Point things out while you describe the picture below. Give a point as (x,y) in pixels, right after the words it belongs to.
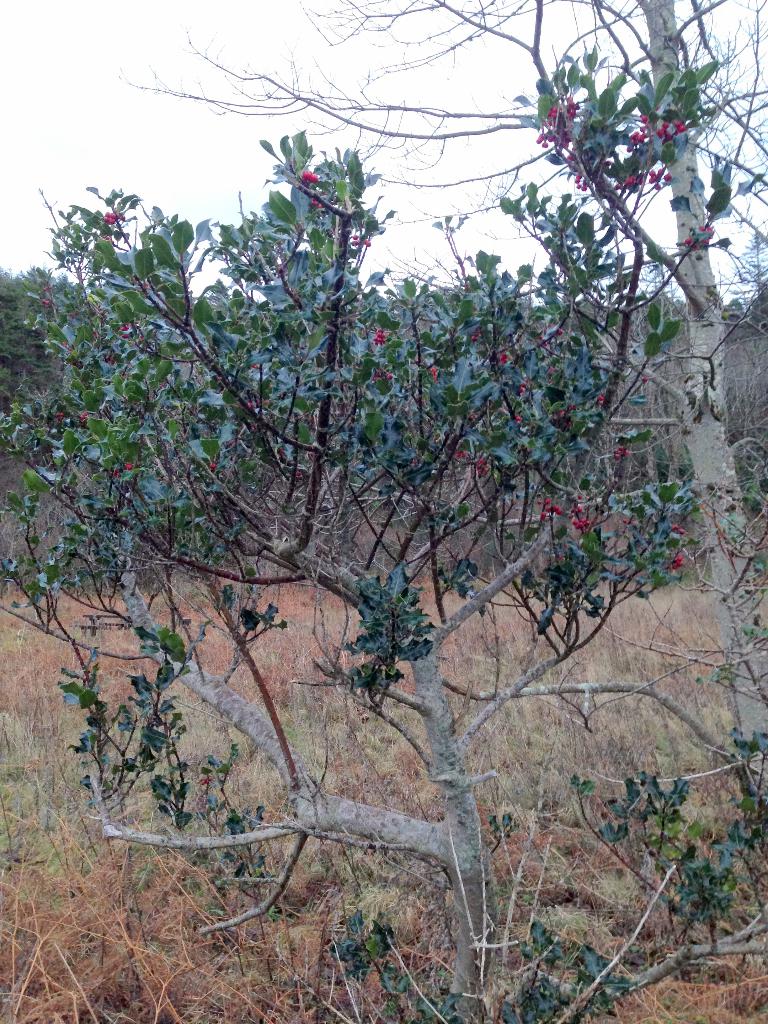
In this picture we can see trees (474,812), grass (478,770) and we can see sky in the background (418,229).
